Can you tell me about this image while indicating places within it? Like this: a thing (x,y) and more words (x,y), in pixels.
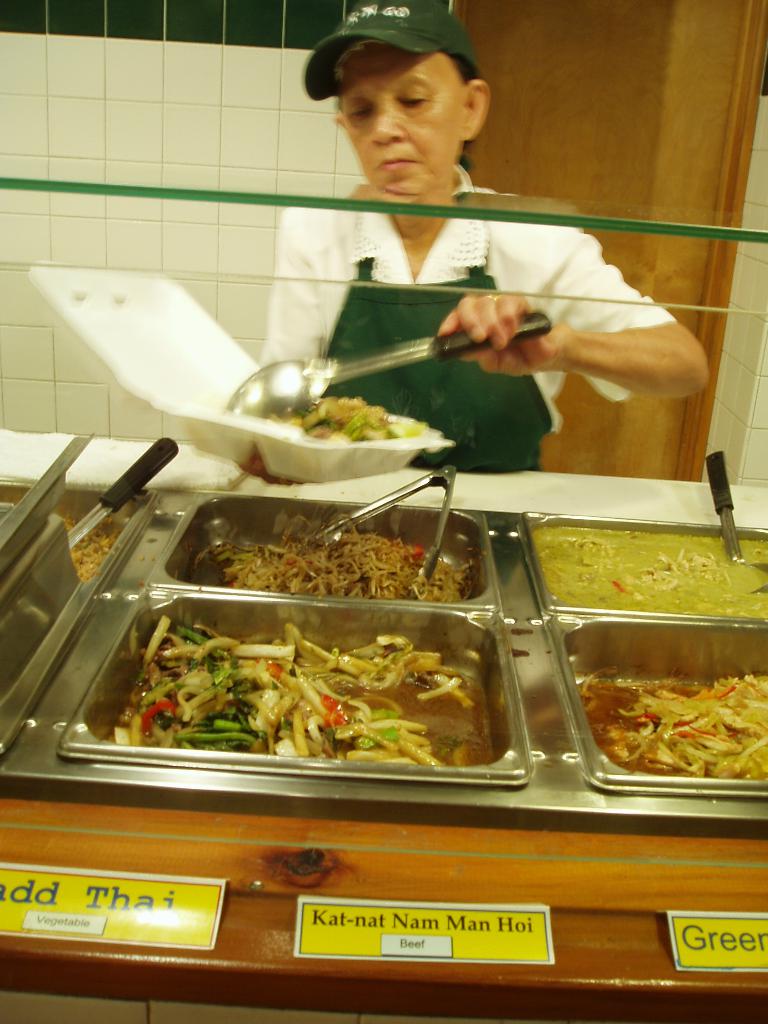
In the middle of the image (439,412) we can see a woman (416,368), she is holding a plate (214,433) and a spoon (401,350), in front of her we can find food (372,556) in the bowls (500,681), at the bottom of the image (731,953) we can see name boards (528,928).
